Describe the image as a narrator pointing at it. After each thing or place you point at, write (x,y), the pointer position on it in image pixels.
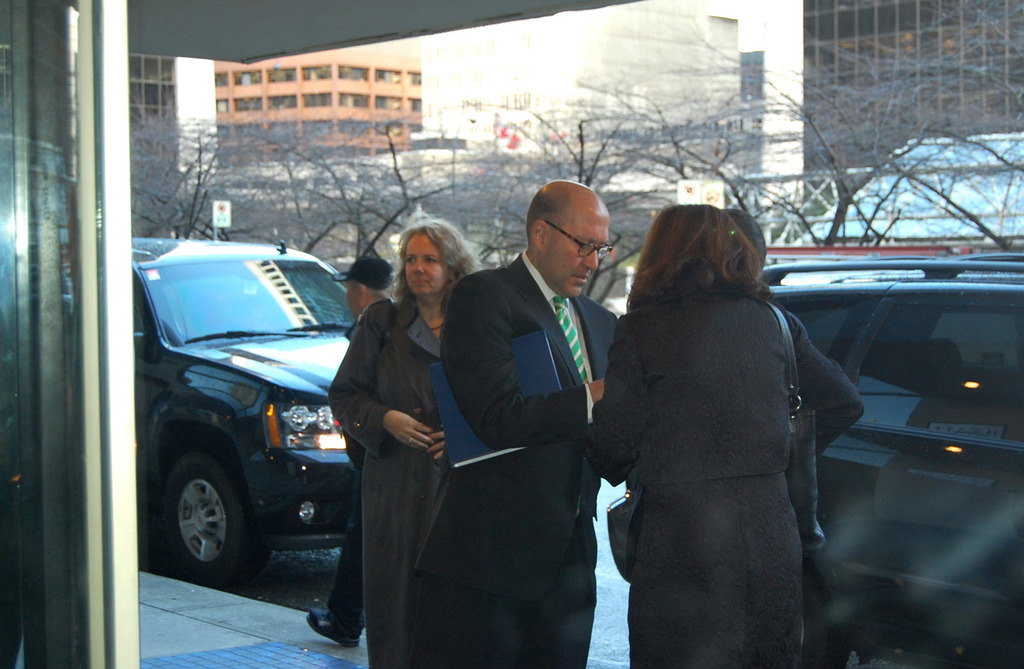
In this image I can see group of people (656,525) standing. In front (553,314) the person (557,422) is wearing black blazer (506,318), white shirt (570,310) and green color tie (561,324). Background (888,468) I can see few vehicles (896,440), dried trees (787,228), buildings (729,98) in white, gray and brown color and the sky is in white color.
